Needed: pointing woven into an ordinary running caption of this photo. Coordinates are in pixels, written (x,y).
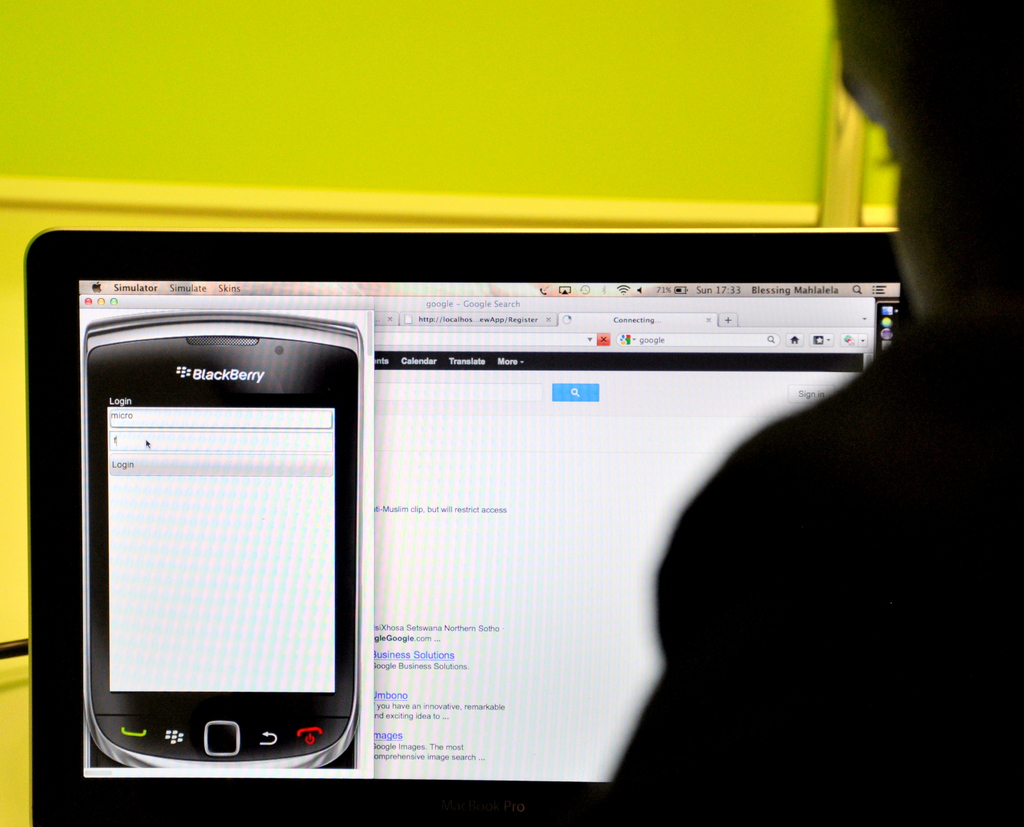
In this image we can see the screen (406,464) of a laptop (407,525). On the right side of the image (839,544) it looks like a person (980,557). In the background of the image (428,202) there is a wall (502,180).
